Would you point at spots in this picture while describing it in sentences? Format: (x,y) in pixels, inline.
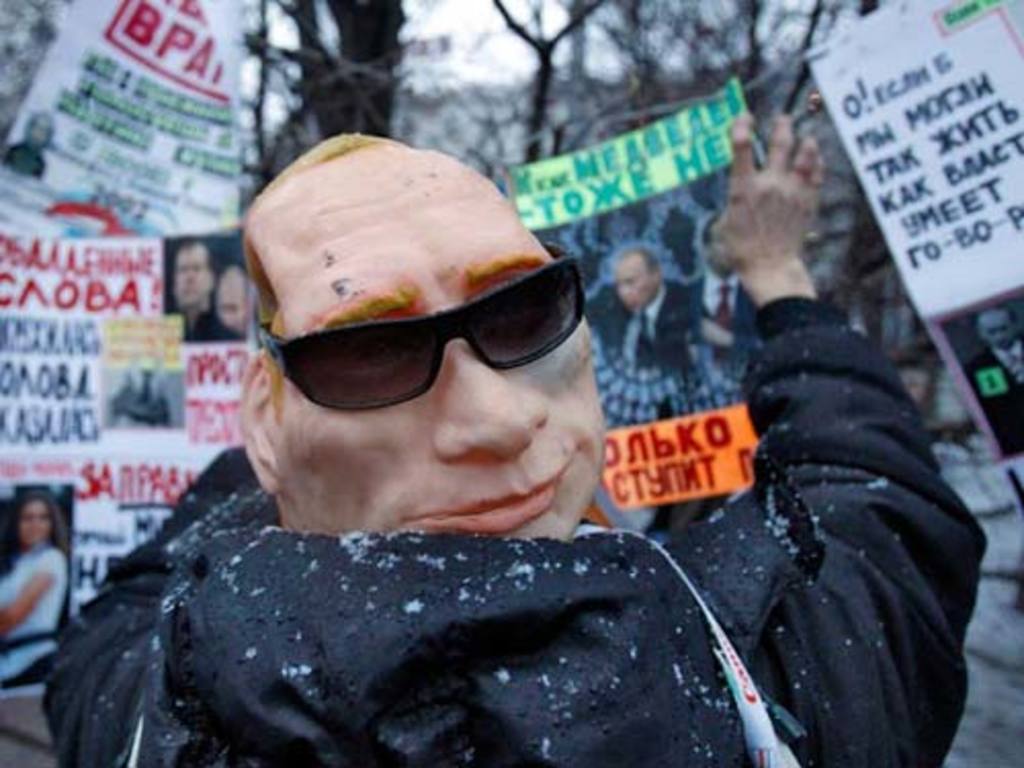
In this picture we can see a person (402,387) in a mask (434,257) who is wearing goggles (518,308), jacket (445,537) and white color tag (767,722). On the background (952,218) we can see many posters (236,185), banners (556,212), templates (110,364). On the top (466,54) we can see sky (454,57) and many trees (802,46). On the bottom left corner (56,528) there is a woman (54,583) who is wearing white dress (53,607).
